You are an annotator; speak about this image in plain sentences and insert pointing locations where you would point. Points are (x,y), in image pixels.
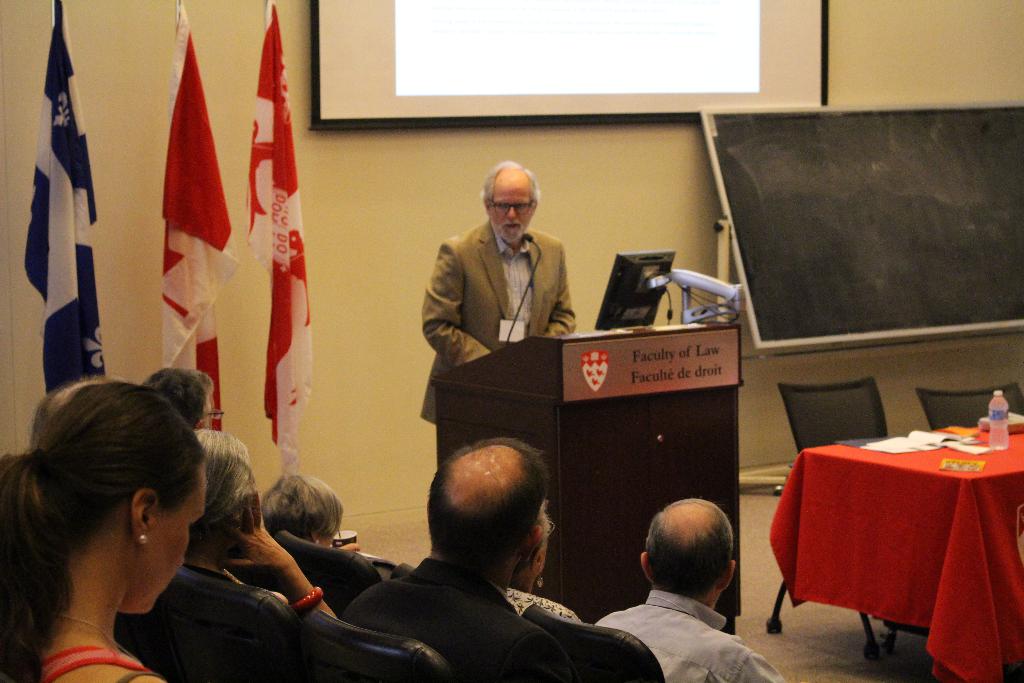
In the picture we can see these people (706,642) are sitting on the chairs (605,677) and this person (507,211) wearing blazer (548,313), shirt (521,283) and identity card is standing near the podium (522,401) where the monitor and mic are placed. On the right side of the image (924,507) we can see a table (836,493) upon which red color tablecloth (914,490), papers (975,464) and bottle (992,412) are placed, we can see chairs (849,388), board (879,301), flags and the projector screen (461,43) to the wall (359,155) in the background (541,72).
